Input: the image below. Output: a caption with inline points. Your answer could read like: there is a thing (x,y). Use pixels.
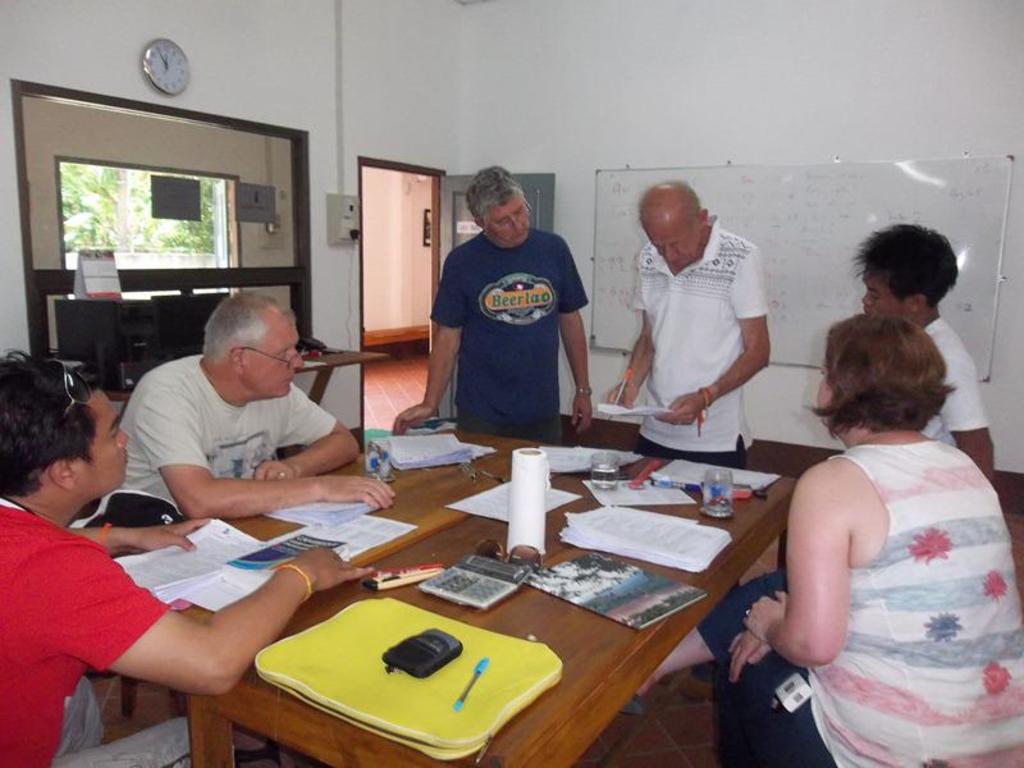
In this image I can see people (976,407) where few of them are sitting and few are standing. On this table (452,605) I can see few papers (631,493) and a cover (415,620). In the background (918,207) I can see a clock (148,72), a whiteboard (652,178) and computer system (148,305).
